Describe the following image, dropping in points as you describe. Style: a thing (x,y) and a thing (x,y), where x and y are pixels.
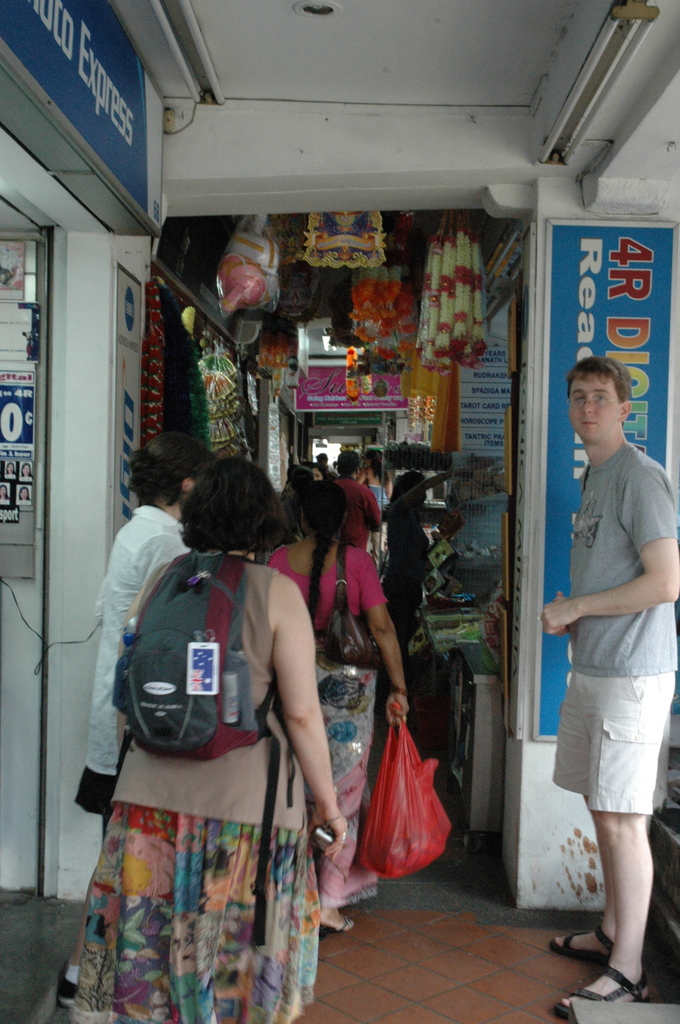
A woman (219,795) is wearing a bag (181,624) and walking. Also a man (599,659) is standing on the right side (647,617). And there are another person (347,563) holding bag (343,626) and a cover (398,791) wearing sari (320,684). In the background (358,267) there are garlands (375,288) and some banners (607,294) and there are many shops (289,381).
